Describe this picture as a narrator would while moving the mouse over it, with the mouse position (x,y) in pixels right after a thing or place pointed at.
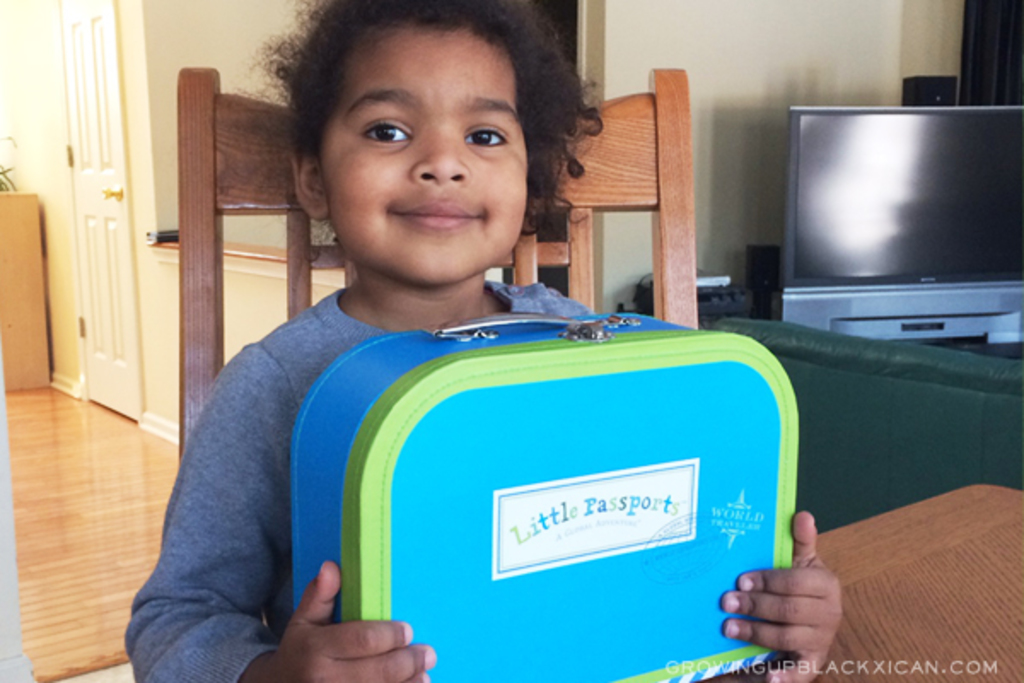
In this image we can see a little boy (428,269) holding a bag (508,520) is sitting on a chair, beside him there is a TV (903,284) on the table (979,328) and couch (914,377). On the left side of the image (92,322) there is a door (88,169).
